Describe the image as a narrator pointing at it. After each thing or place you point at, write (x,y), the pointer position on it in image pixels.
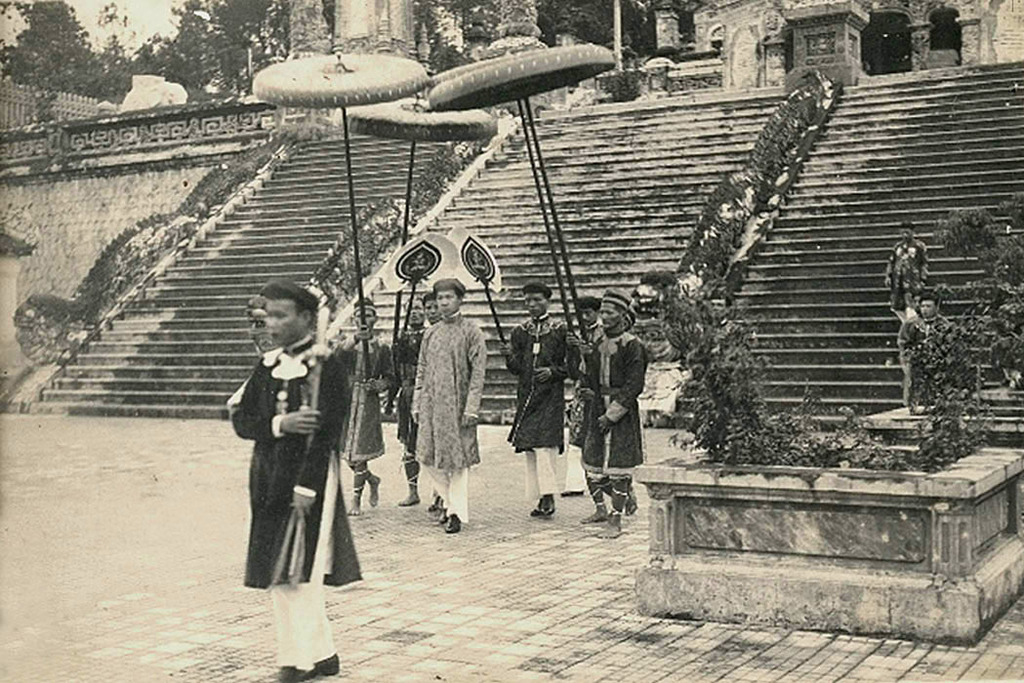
In this image in the center (411,391) there are some people (528,382) who are walking and they are holding some objects (524,124). In the background (822,302) there are some stairs (169,318) and buildings (69,178) and trees (157,58). On the right side (860,451) there are some plants (937,437), at the bottom (375,594) there is walkway (734,635).
